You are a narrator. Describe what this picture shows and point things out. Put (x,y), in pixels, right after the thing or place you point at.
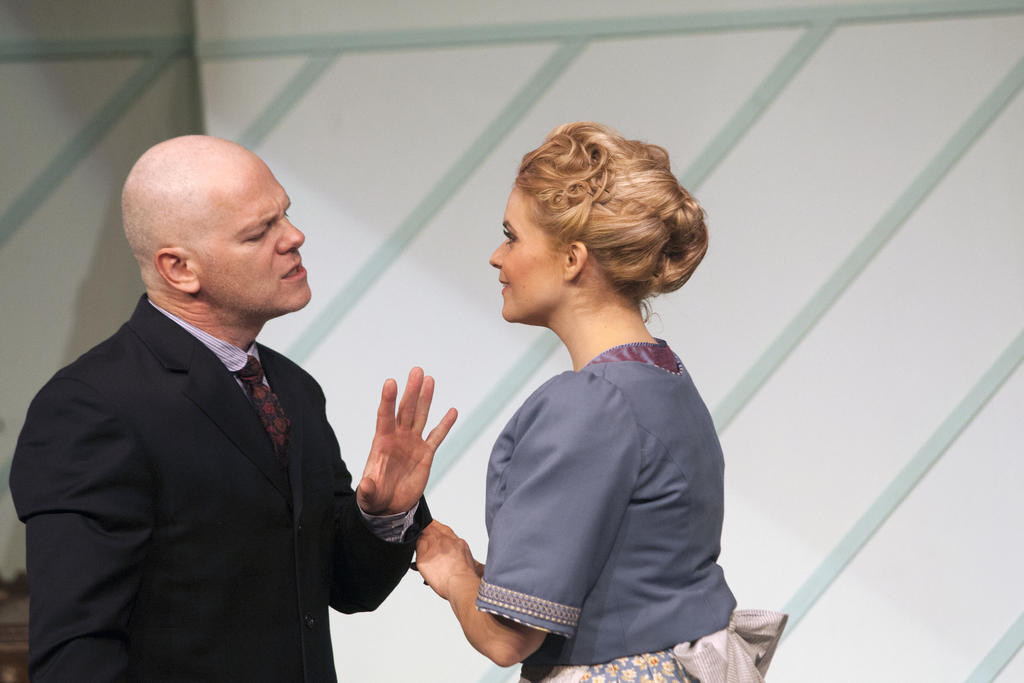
In this image we can see a man (200,444) and a woman (701,548). In the background (728,26) there is a wall (385,351).
